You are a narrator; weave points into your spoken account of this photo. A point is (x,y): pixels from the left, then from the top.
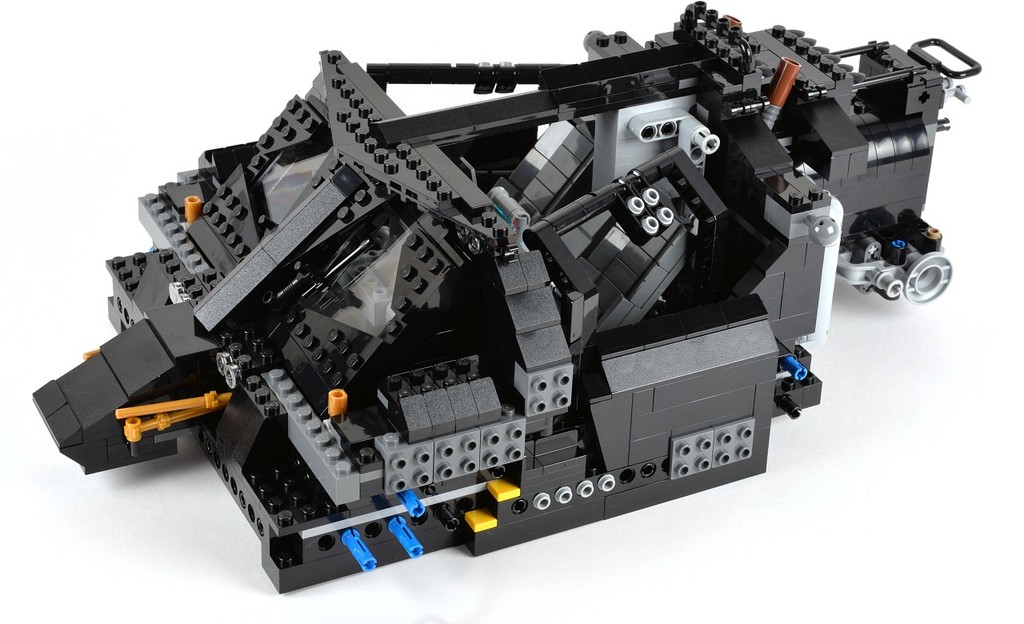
In this image I can see the lego (586,328) which is in black and grey color. It is also in blue and yellow color. It is on the white color surface (690,529).
